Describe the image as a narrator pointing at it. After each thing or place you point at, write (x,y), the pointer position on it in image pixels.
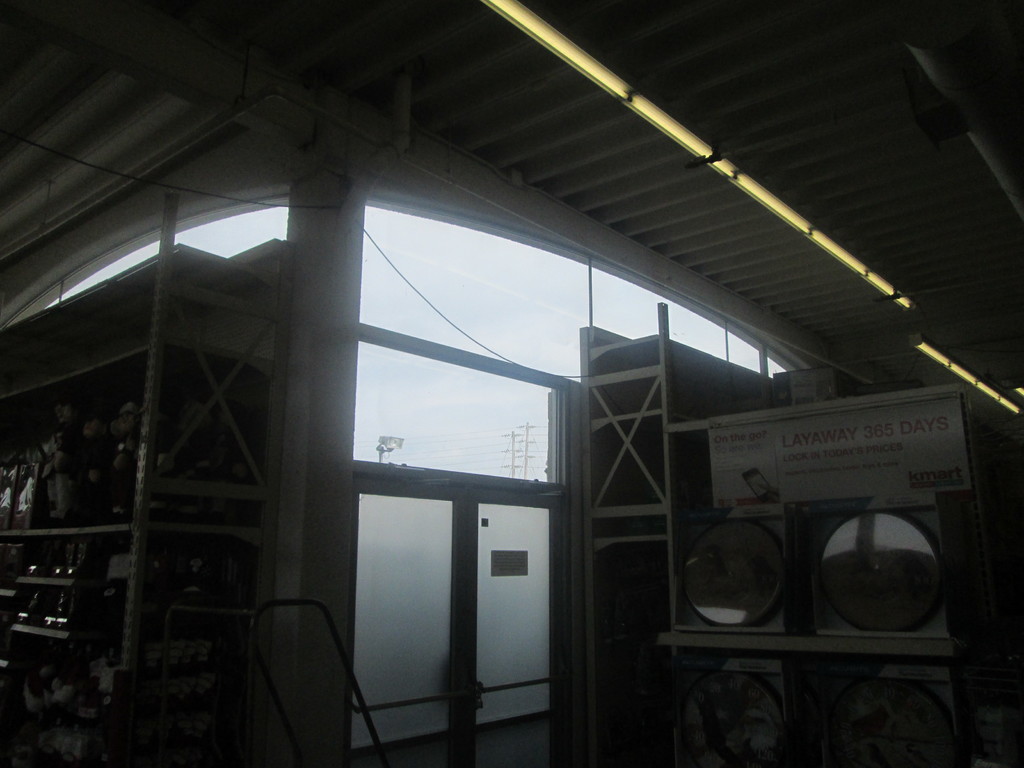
This image is taken in side of a shed (671,178) where on the right (747,576), there are mirror like an objects (867,719) and a rack (667,382). On the left (37,683), there are objects (84,565) in the rack (121,327). On the top (680,134), there are lights (694,146) to the shed (480,87).
